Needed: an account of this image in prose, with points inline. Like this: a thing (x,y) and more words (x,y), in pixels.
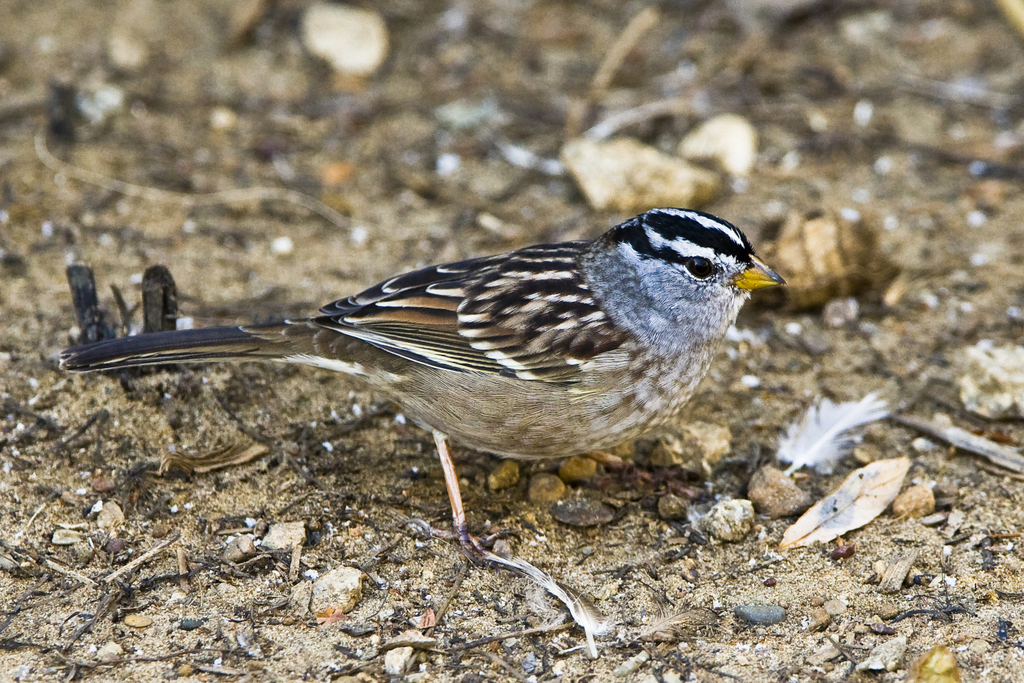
In this image we can see a bird (562,343). The fur (599,373) of the bird (525,315) is in black, brown white color. The beak (749,277) is in yellow color.
